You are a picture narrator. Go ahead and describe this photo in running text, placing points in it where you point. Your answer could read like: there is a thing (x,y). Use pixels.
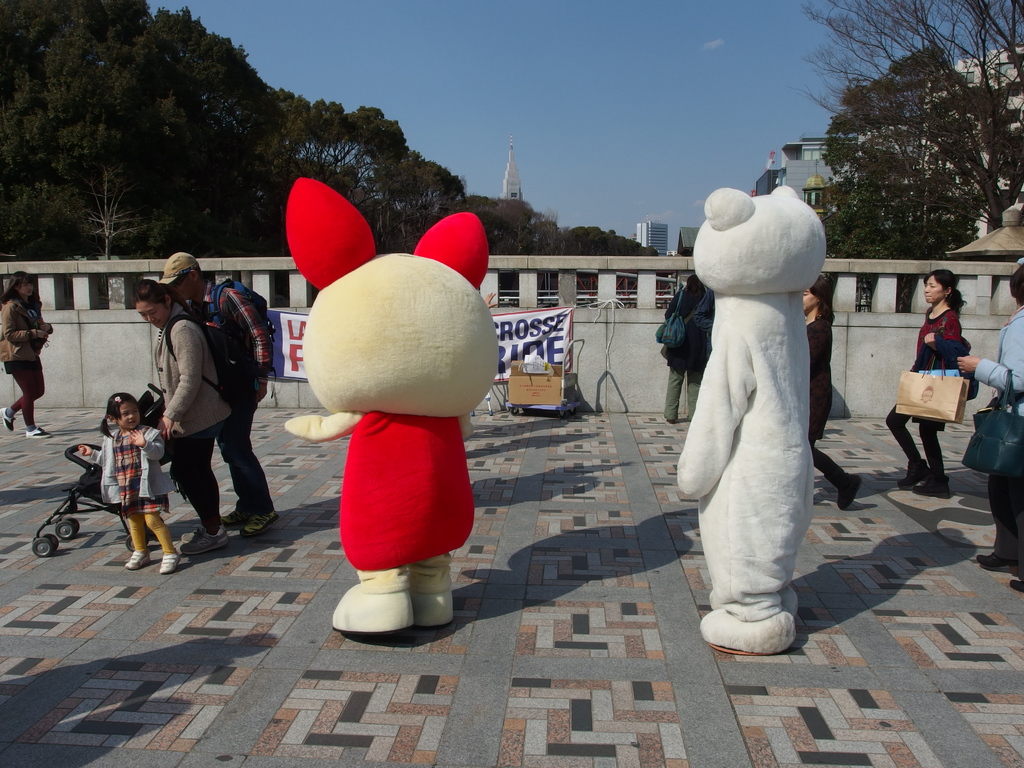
In this picture we can see a group of people (773,339) where some are standing and some are walking on the ground (630,698), stroller (68,501), banner (548,339), box (554,374), fence (543,297), trees (65,94) and in the background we can see buildings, sky (525,169).
